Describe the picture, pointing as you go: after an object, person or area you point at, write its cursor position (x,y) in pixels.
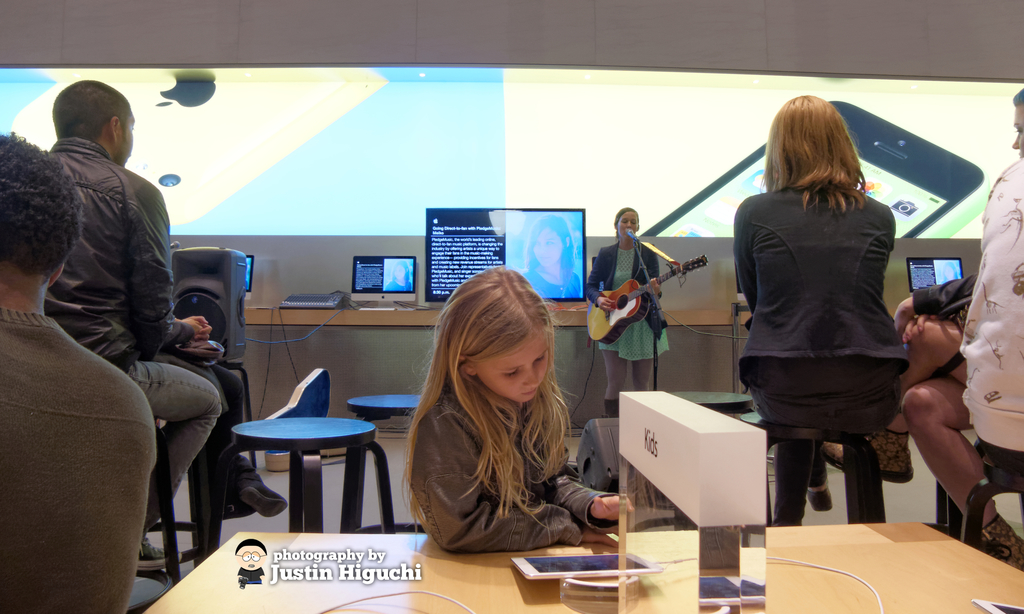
In this image we can see a group of people (417,482), some are sitting on chairs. In the center of the image (622,372) we can see a woman (645,257) holding a guitar (645,294) in her hands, we can also see display screens (513,247), a device (316,297) placed on the table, a speaker (209,307) is placed on the chair (222,368) and a case (309,413) placed on the floor (369,483). At the bottom of the image (702,593) we can see some devices (578,561) placed on the surface (296,596).
